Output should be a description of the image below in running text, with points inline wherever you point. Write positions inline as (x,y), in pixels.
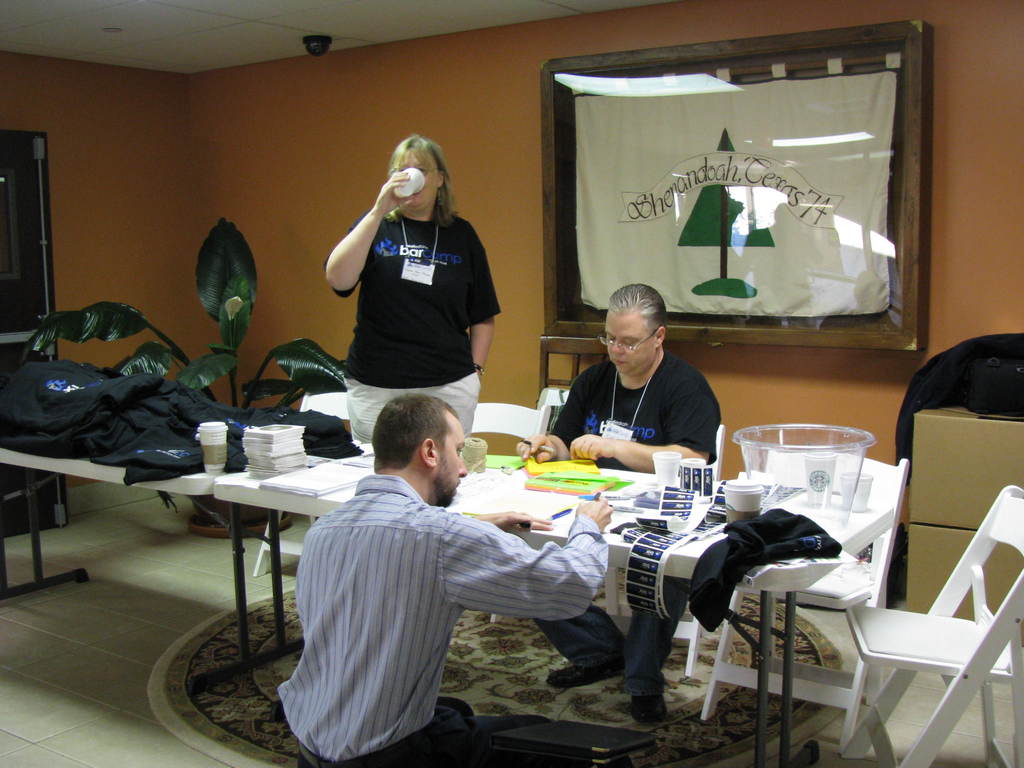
In this image there is a woman (454,267) standing and holding a glass (398,196) is wearing a black shirt (369,274) and white pant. There is a person (685,424) sitting on a chair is wearing a black shirt (700,405). There is a person (299,707) sitting on ground (645,723) before a table (28,454). On table (55,471) there are bags (148,474), cup (210,463), papers (574,500), pen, cloth (772,536), bowl (840,436) on it. At the right side (854,591) there are two chairs (924,726). Frame (812,67) is attached to the wall (173,148). There is a plant (308,348) at the left side of image (322,357).
